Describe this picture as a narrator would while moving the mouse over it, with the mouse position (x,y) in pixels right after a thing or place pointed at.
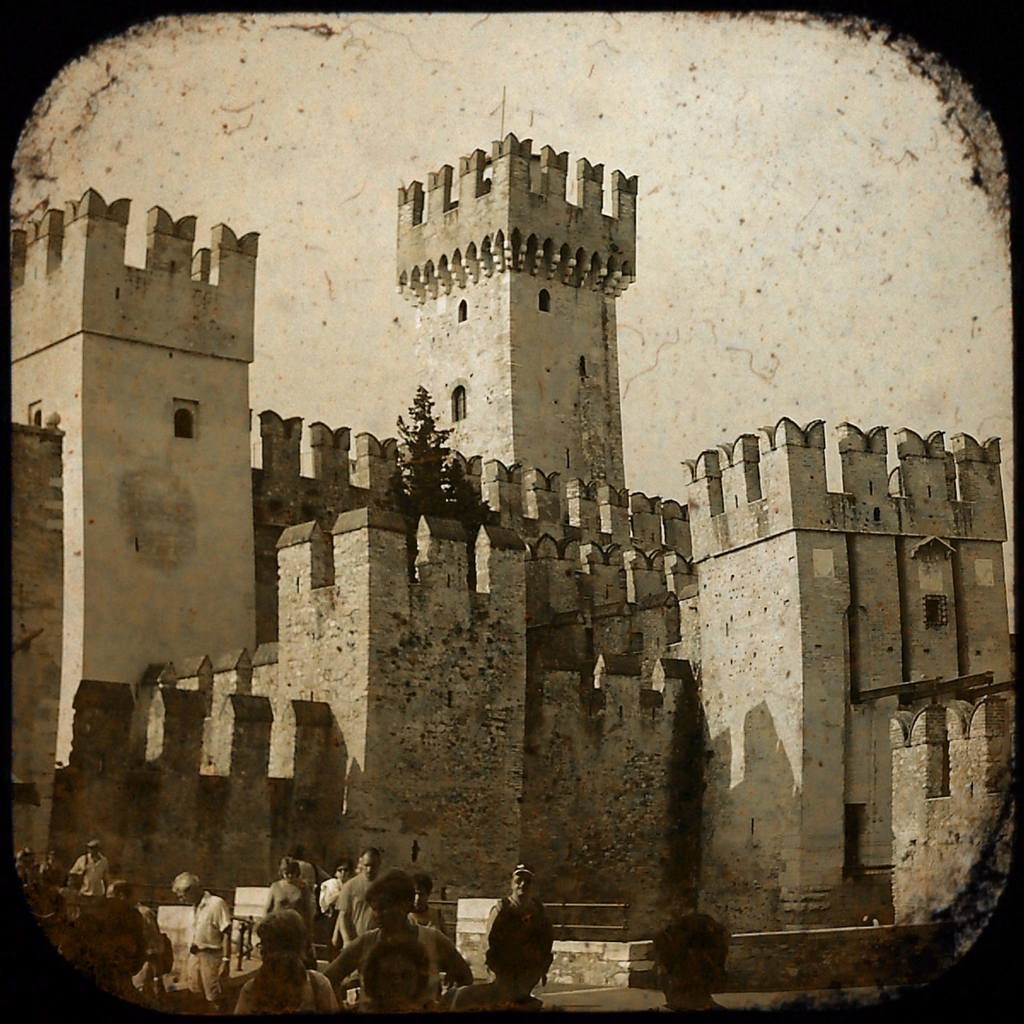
In the center of the image (345,608) there is a castle (839,711). At the bottom (400,921) there are people (381,952). In the background (321,206) there is sky (349,178).
